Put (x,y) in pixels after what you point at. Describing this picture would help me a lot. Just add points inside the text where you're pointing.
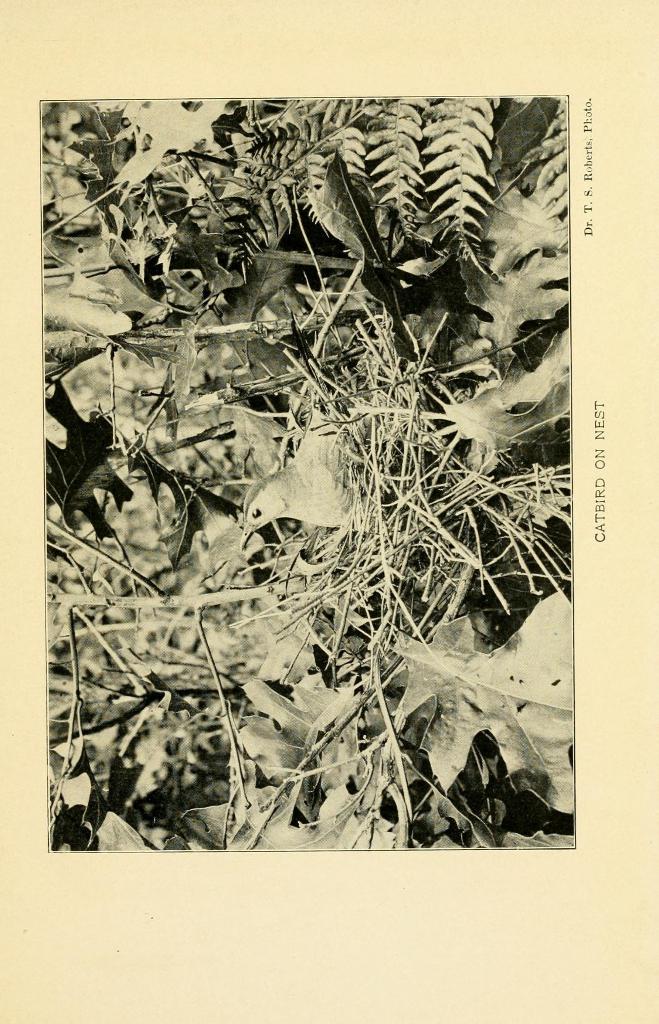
Here in this picture we can see a photograph (98,601) present on the paper (474,393) over there and in that photograph (338,629) we can see a bird (324,489) present in a nest (321,534) which is present on the tree (221,431) over there.
